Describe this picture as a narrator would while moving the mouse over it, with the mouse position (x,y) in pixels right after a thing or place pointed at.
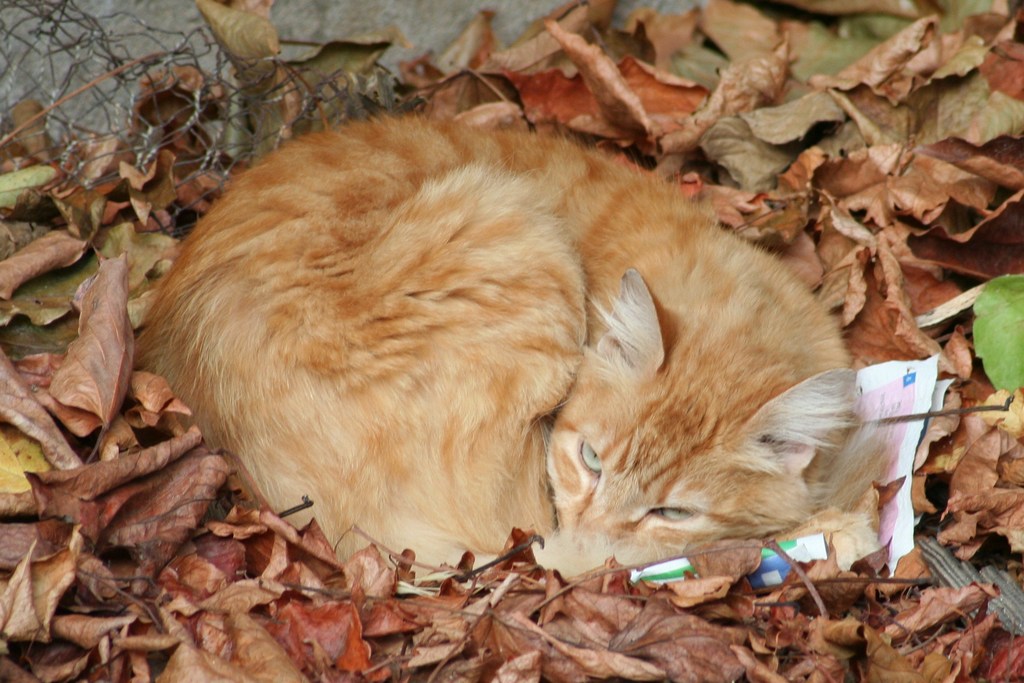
There is a cat (601,308) resting and there are leaves (722,130) around it and there is a fence (74,117) behind it.
